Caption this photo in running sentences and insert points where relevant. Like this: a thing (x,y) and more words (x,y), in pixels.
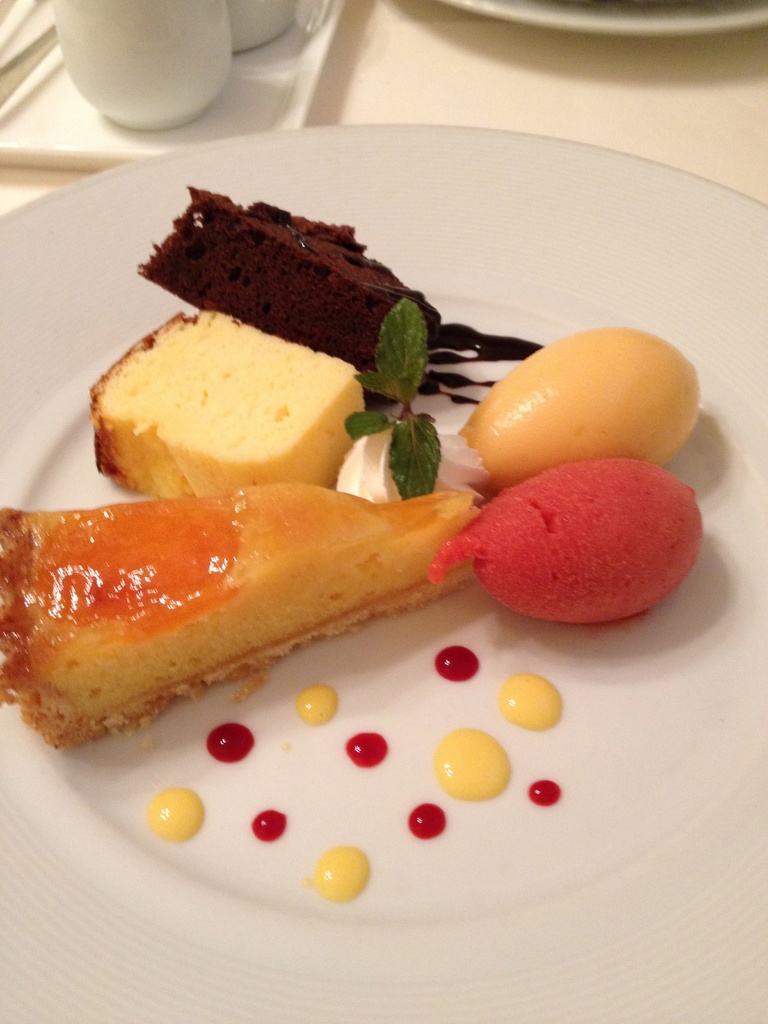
In the image in the center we can see one table (593,90). On table (575,85), we can see plates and cups (105,88). In plate (703,213), we can see different flavor of cake pieces (261,385), mint leaf (396,432), cream (368,483) and some other food item (549,482).
